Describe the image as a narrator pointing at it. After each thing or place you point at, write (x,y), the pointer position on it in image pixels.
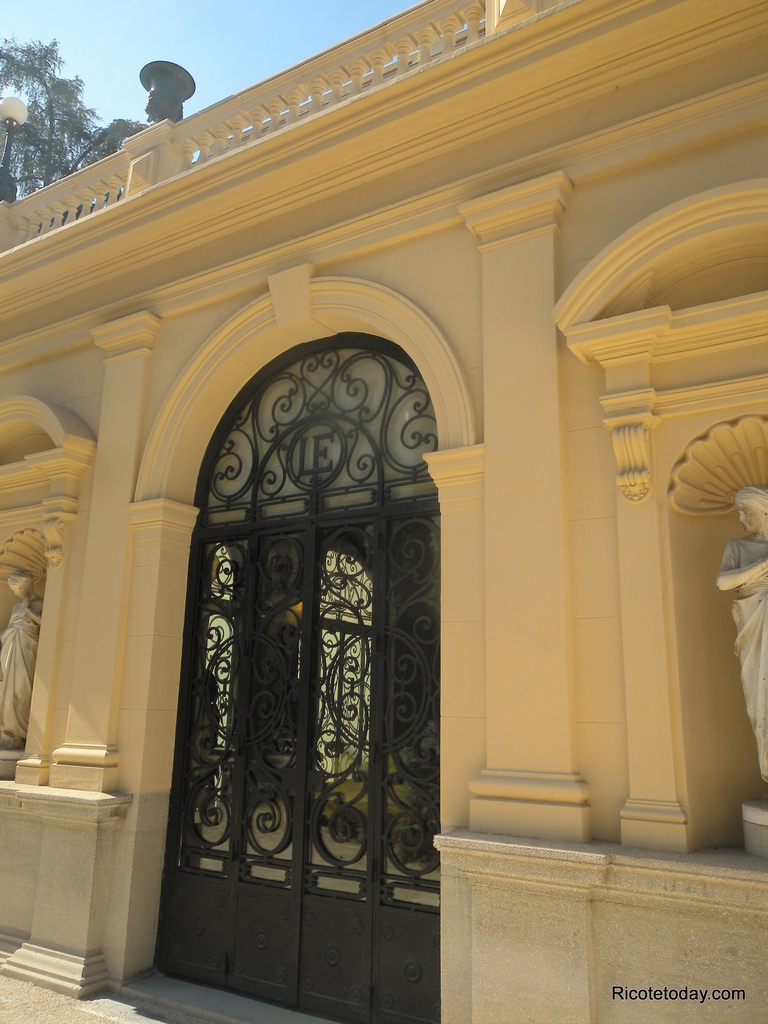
In this image, we can see a grill doors (290,771), wall (495,534), sculptures (745,501), tree (79,143), railings (72,176), pillar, pole (10,156) with light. At the bottom (78,1016), there is a walkway (58,1020). Top of the image (208,39), there is a sky (215,31). Right side (647,997) bottom of the image (654,988), we can see the watermark (685,989).
